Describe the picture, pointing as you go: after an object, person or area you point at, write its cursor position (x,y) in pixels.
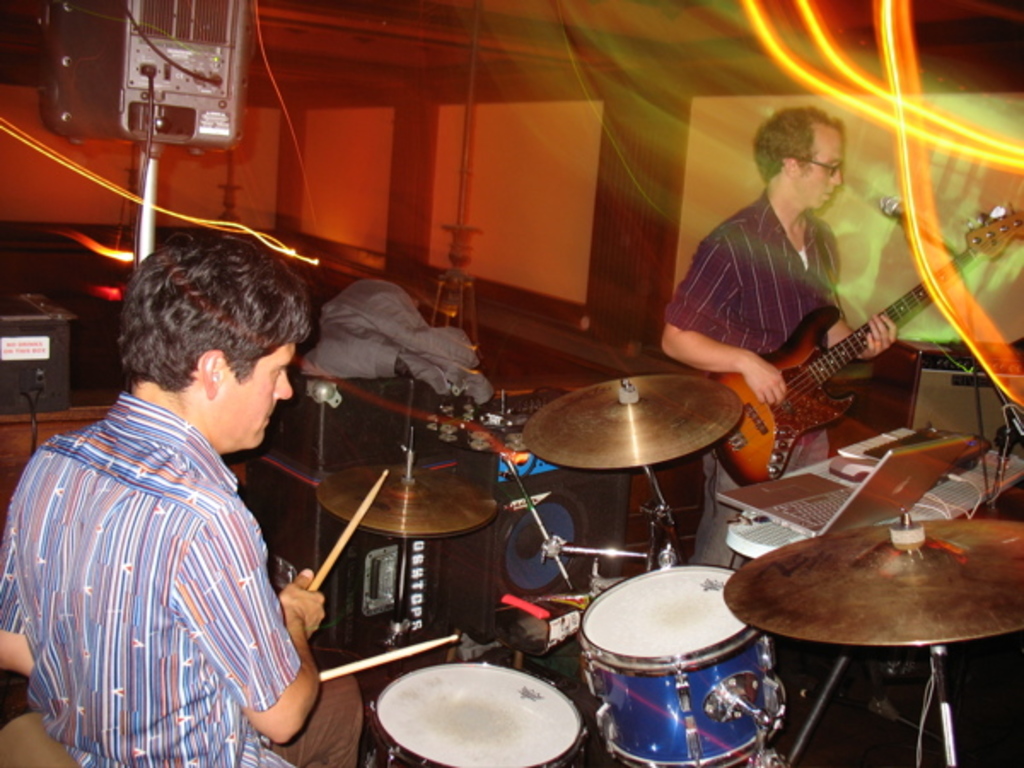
In this image i can see two men (267,357) are playing musical instruments (487,510) on the stage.
